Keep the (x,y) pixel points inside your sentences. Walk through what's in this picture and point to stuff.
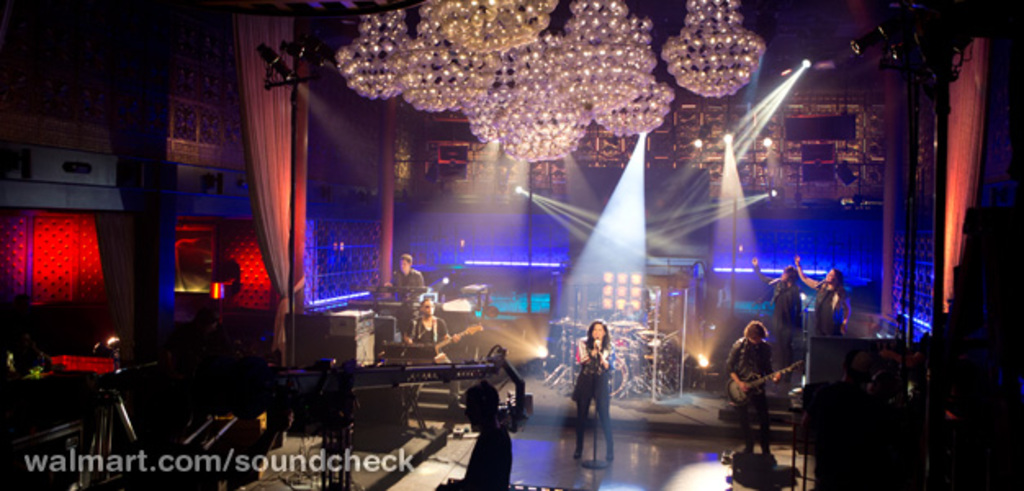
In this image, we can see some persons (765,345) standing and wearing clothes (752,403). There is a person (747,422) in the bottom right of the image (745,380) playing a guitar (762,381). There is a chandelier (535,80) at the top of the image (423,110). There are curtains (273,159) on the left side of the image (269,163).
